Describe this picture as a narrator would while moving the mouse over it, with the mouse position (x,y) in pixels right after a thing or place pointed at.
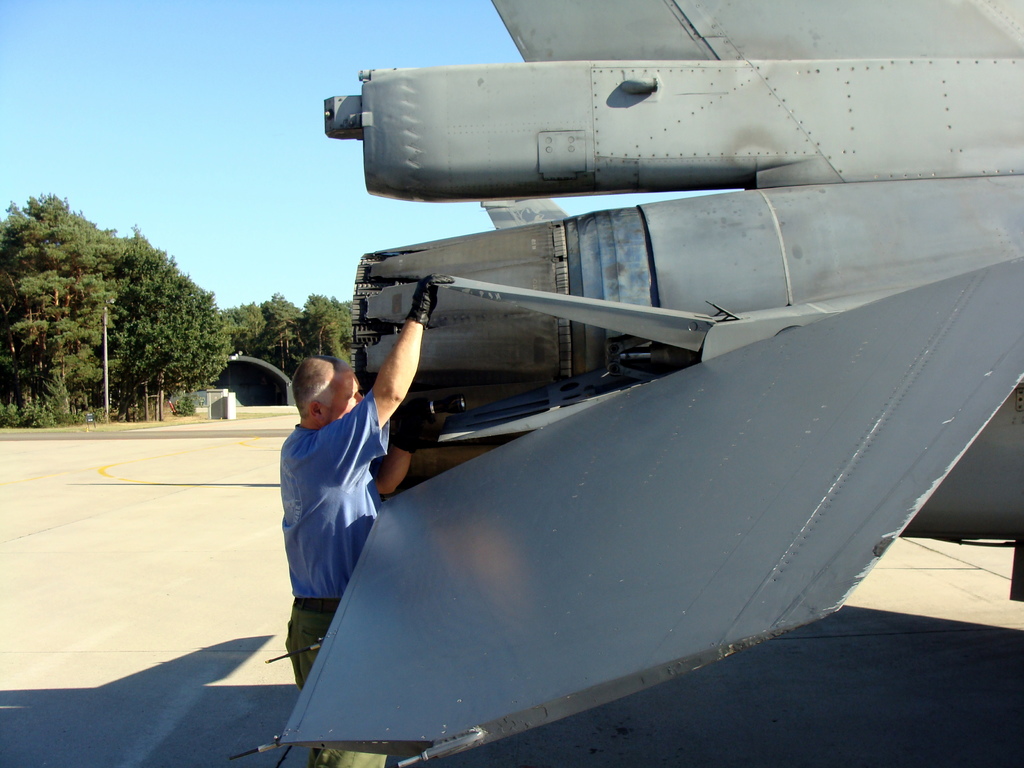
This picture is clicked outside the city. Here, we see man (355,500) in blue t-shirt (354,527) is repairing aeroplane (571,379) which is placed in front of him and on background (18,335), we see pole (107,401) and many trees (238,332). On the top of the picture (180,126), we see sky (244,198).
